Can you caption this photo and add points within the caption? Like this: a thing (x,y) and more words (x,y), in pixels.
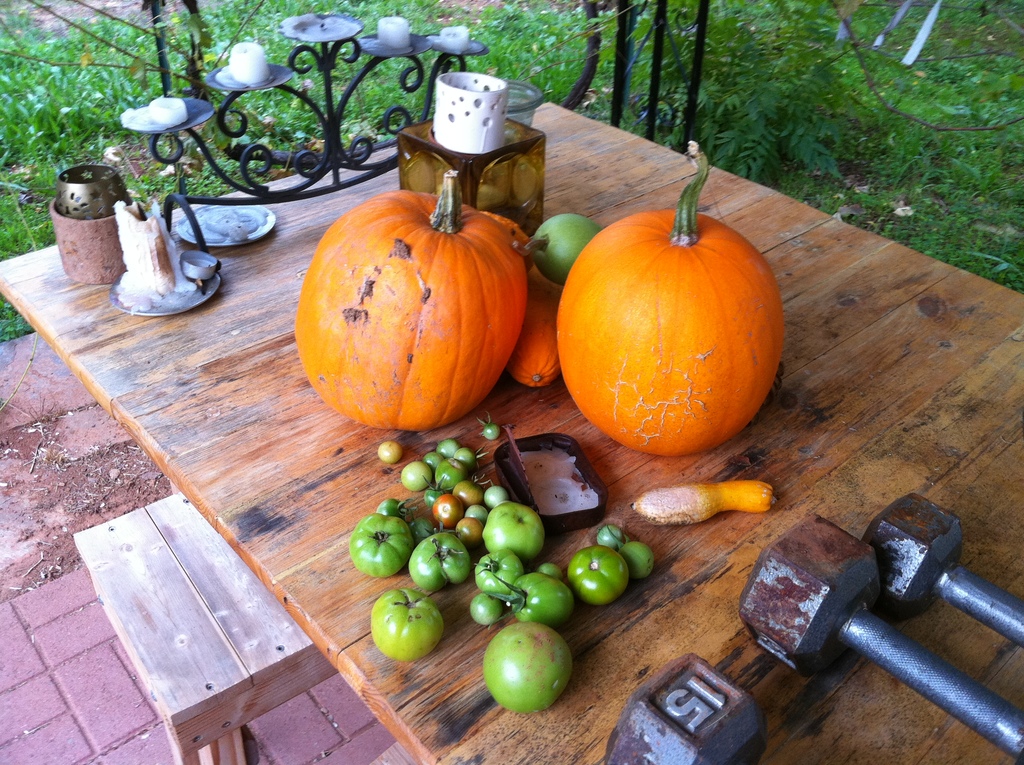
In this image we can see pumpkins (506,317), tomatoes (556,602), vegetables (532,290), cup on a box (504,148), dumbbells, candles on a stand (360,181), plate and objects (104,219) on a table (871,683) and there is a stool (152,651) on the floor (114,682). In the background (97,74) there are plants (472,29) on the ground (471,7).
